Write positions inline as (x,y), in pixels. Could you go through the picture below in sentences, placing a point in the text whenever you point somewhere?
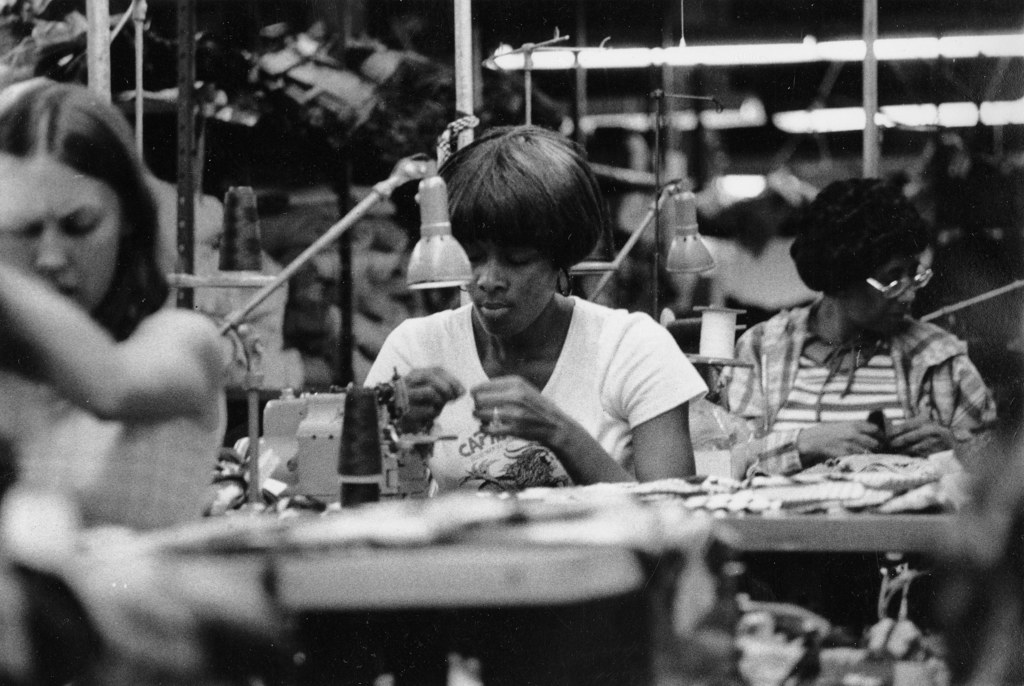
This is black and white picture, in this picture there are three women (852,417) sitting and we can see machine (400,437), lights (673,248), stands (269,285) and objects (494,526) on tables (307,601). In the background of the image (352,141) it is blurry and we can see poles (139,85).
